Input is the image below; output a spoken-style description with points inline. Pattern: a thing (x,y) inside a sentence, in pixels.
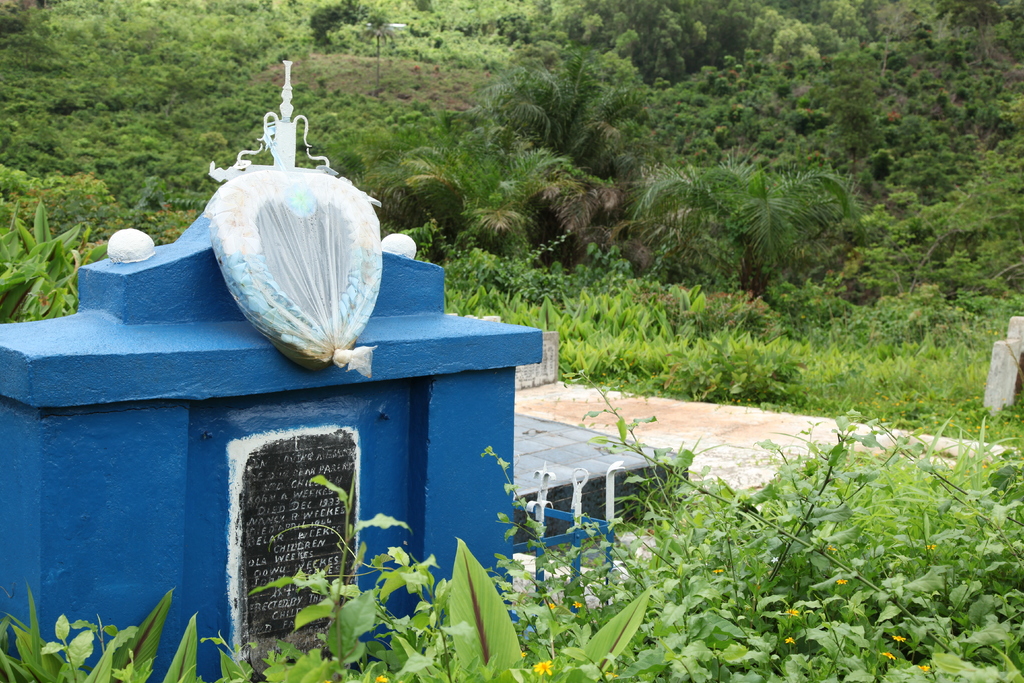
In the image we can see there are trees (597,204), plants (786,568) and grass (338,74) and in the left side (147,301) there is a blue color graveyard (150,403).
